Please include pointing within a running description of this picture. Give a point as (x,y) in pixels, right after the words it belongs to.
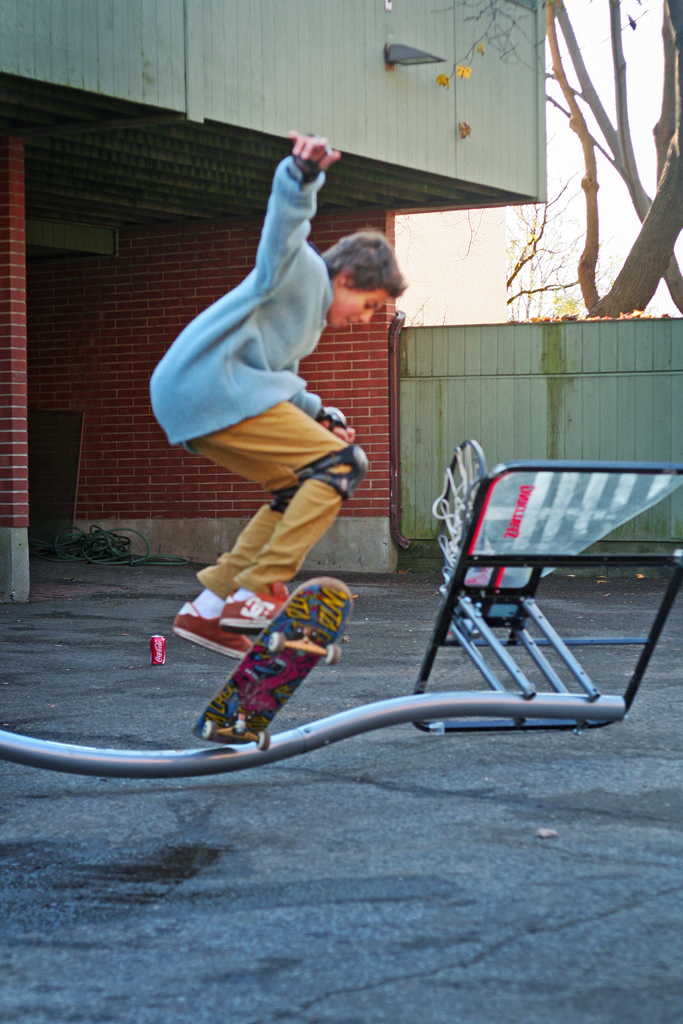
In this picture we can see a boy (263,452) is jumping with the skateboard (271,685) and on the path (295,580) there is an item (292,730). Behind the boy (256,442) there is a wall (337,372), tree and a sky (538,216).
